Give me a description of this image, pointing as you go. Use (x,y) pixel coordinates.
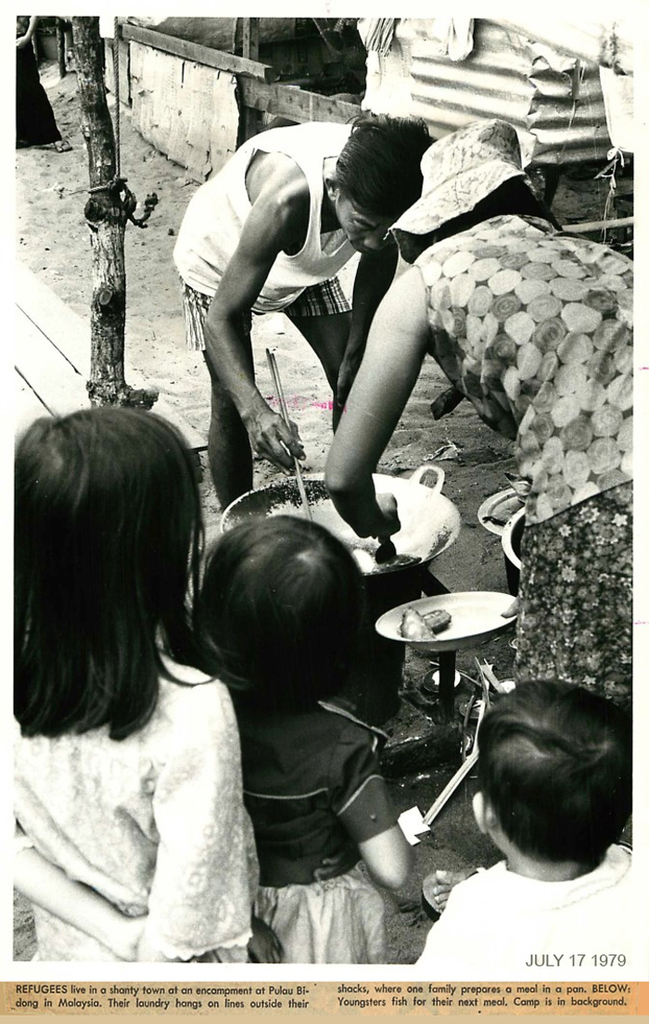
In this image in the center (408,345) there is one man (294,320) and one woman (601,524) who are standing and they are cooking something, at the bottom (401,695) there is a stove (405,594) and some utensils (429,601) and there are some children (583,737) who are standing. In the background (279,21) there is a house (163,79) and a wooden stick (82,103).
